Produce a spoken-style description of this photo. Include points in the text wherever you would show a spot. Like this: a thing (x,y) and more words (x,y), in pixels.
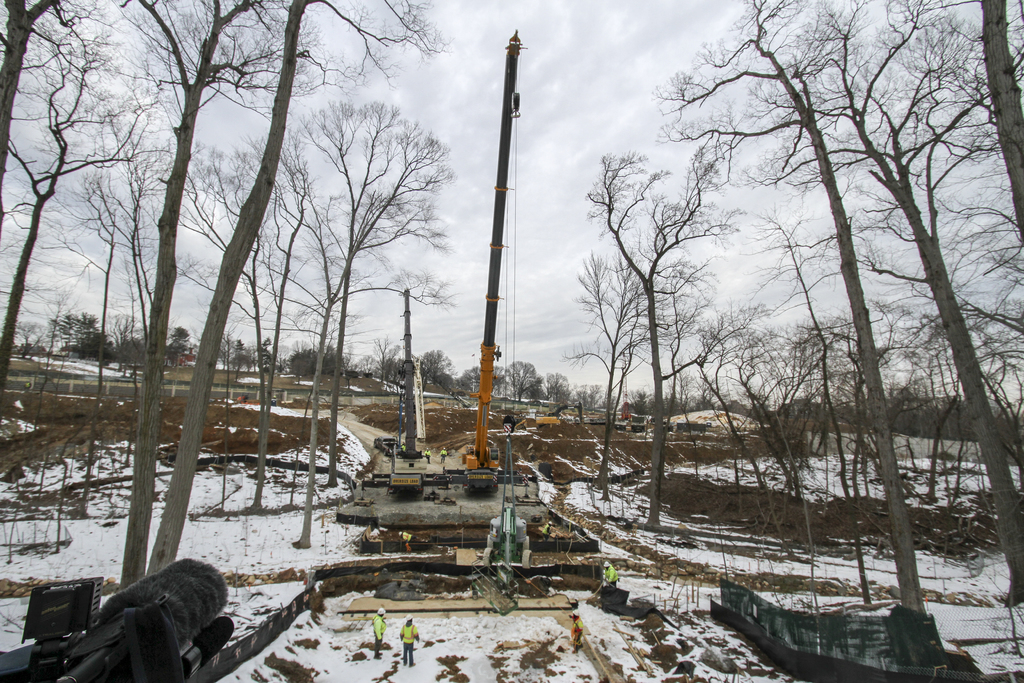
In this picture we can see some vehicles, some people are working on the snow (349,649), around there are so many trees (189,427).
